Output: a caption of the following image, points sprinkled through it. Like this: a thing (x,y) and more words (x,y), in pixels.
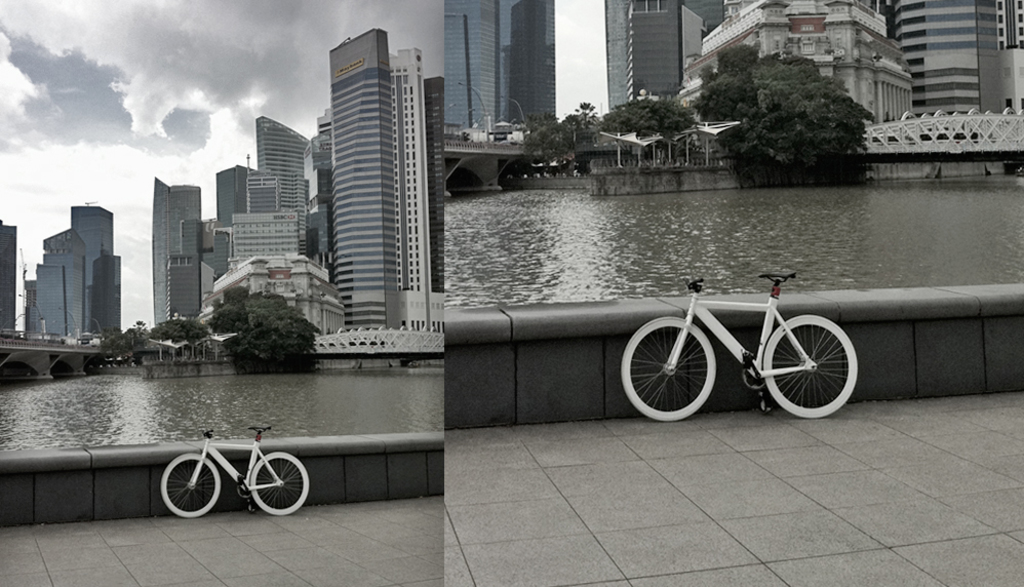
This is a collage picture. Here we can see bicycles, floor (755,493), walls (605,348), bridges (496,152), trees (255,312), buildings (450,126), and sky (563,22) with clouds (563,22).
